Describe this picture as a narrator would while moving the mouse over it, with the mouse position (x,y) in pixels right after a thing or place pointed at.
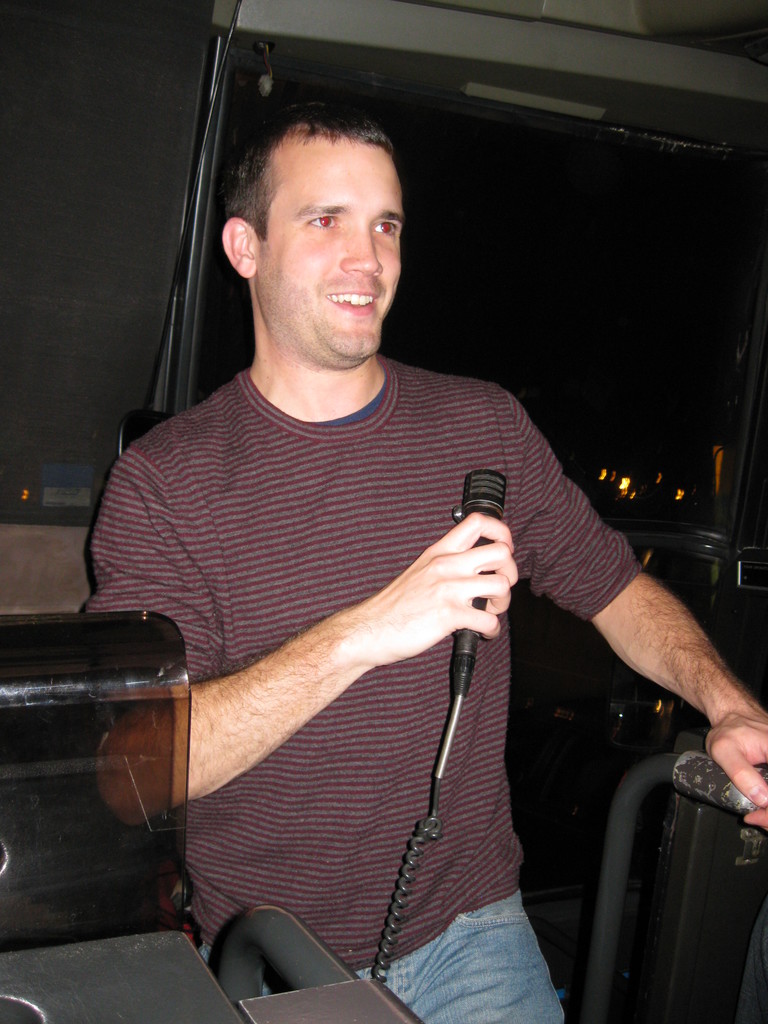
This image consists of a person (521,958) standing and holding a mike (484,544) in his hand (472,589). A roof top (541,75) is white and ash in color. In the left side (111,63) the background (101,194) is of dark in color. This image is taken inside a bus (526,871).
